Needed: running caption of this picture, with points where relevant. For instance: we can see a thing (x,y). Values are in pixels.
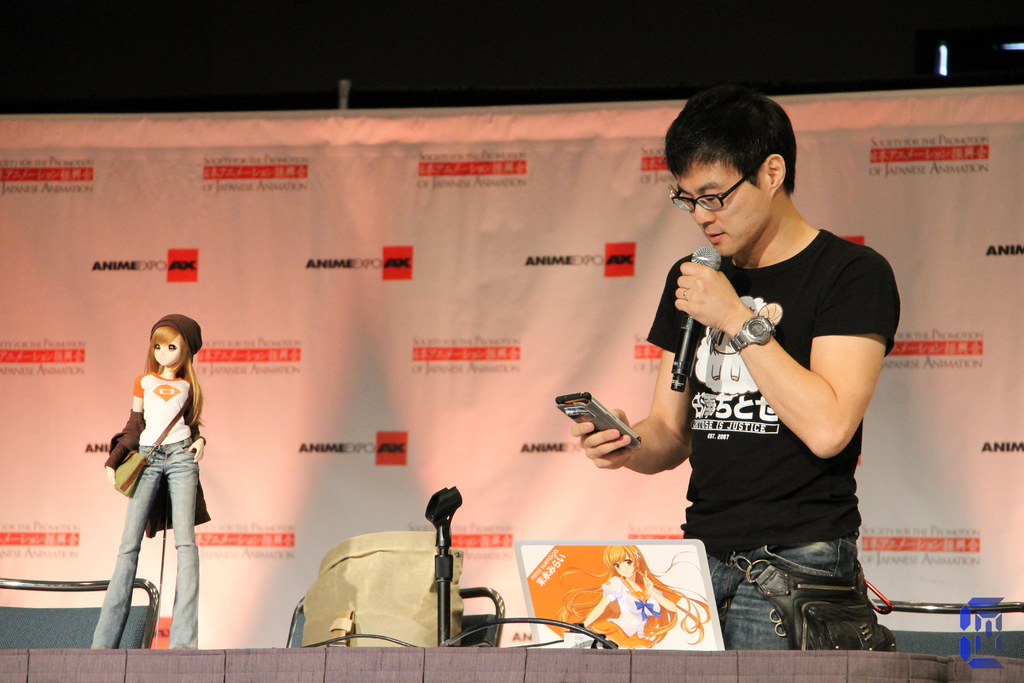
On the right of this picture (768,212) we can see a person (751,304) wearing black color t-shirt (778,294), holding a microphone (693,328) and an object (584,394) and standing and we can see there are some objects (383,613) placed on the top of the table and we can see the picture (617,592) of a person (593,583) and we can see a doll (192,448) wearing white color t-shirt (177,428), sling bag (137,470) and standing. In the background (356,279) we can see the text (246,535) on the banner (502,398) and we can see the chairs (24,616) and some other objects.
